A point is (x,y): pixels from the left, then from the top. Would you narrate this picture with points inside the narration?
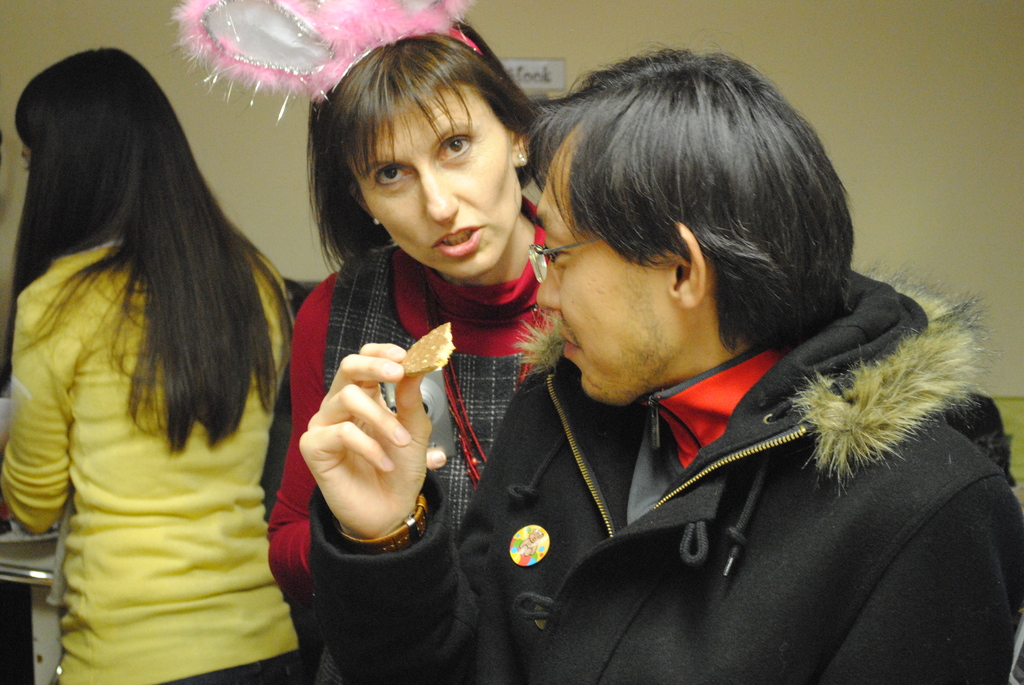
In this image we can see there are three people (424,461) standing, one of them is holding a biscuit (413,361) in his hand (378,451). In the background (593,29) there is a wall (900,135).
